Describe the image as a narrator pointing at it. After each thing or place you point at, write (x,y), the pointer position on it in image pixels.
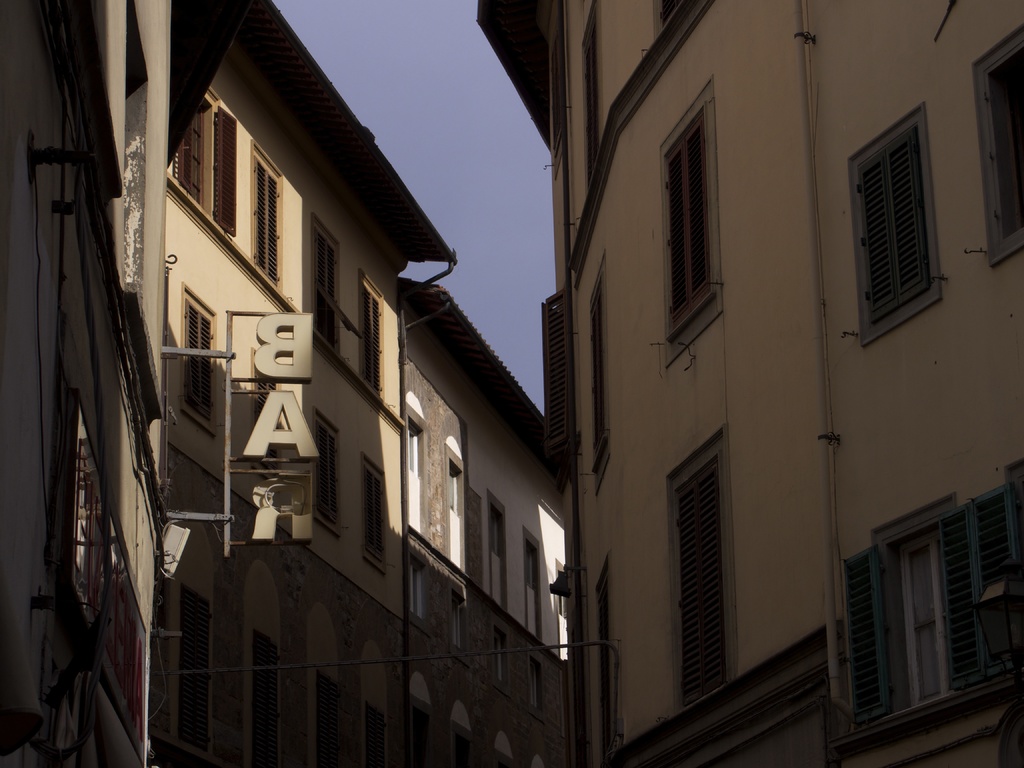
In the image I can see some buildings (455,322) to which there are some windows (196,297) and a stand (308,382) to which there are some letters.
